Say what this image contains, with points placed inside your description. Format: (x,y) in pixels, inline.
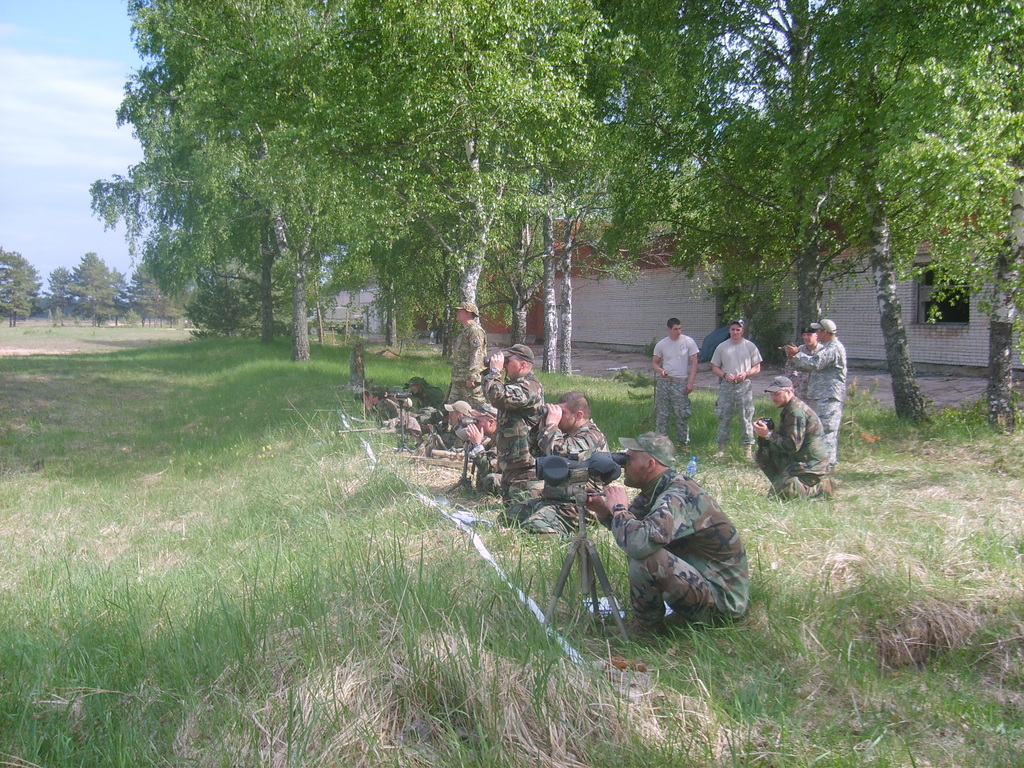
In this image there are group of people (537,432) holding the rifles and laying on the grass (697,427), group of people (559,513) in squat positions, group of persons (659,372) standing, and at the background (550,247) there are buildings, vehicle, trees (533,248), sky (61,115).
